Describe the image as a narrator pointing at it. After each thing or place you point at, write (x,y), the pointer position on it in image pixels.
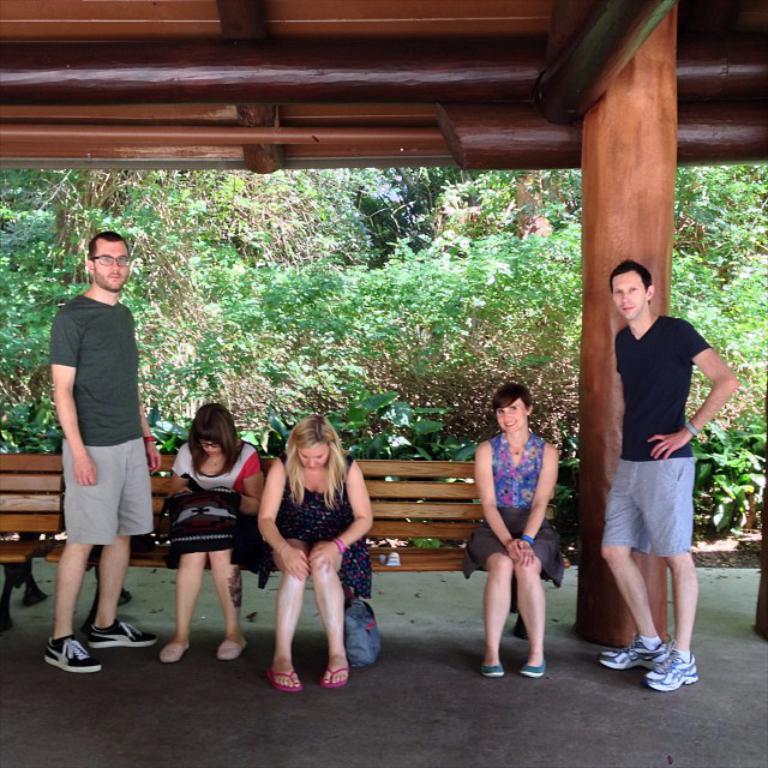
On the right (664,393) and left side of the image (71,458) I can see two men (87,447) wearing t-shirts (109,395), shorts (112,530), standing on the floor (144,717) and giving pose for the picture. In the middle (296,487) three women (296,487) are sitting on the bench (411,564). Two women (285,482) are looking at the downwards and one woman (509,433) is smiling and giving pose for the picture. The man (638,426) who is standing on the right side (671,434) is leaning to the pillar (599,396). In the background (304,220) there are some trees (344,252).
